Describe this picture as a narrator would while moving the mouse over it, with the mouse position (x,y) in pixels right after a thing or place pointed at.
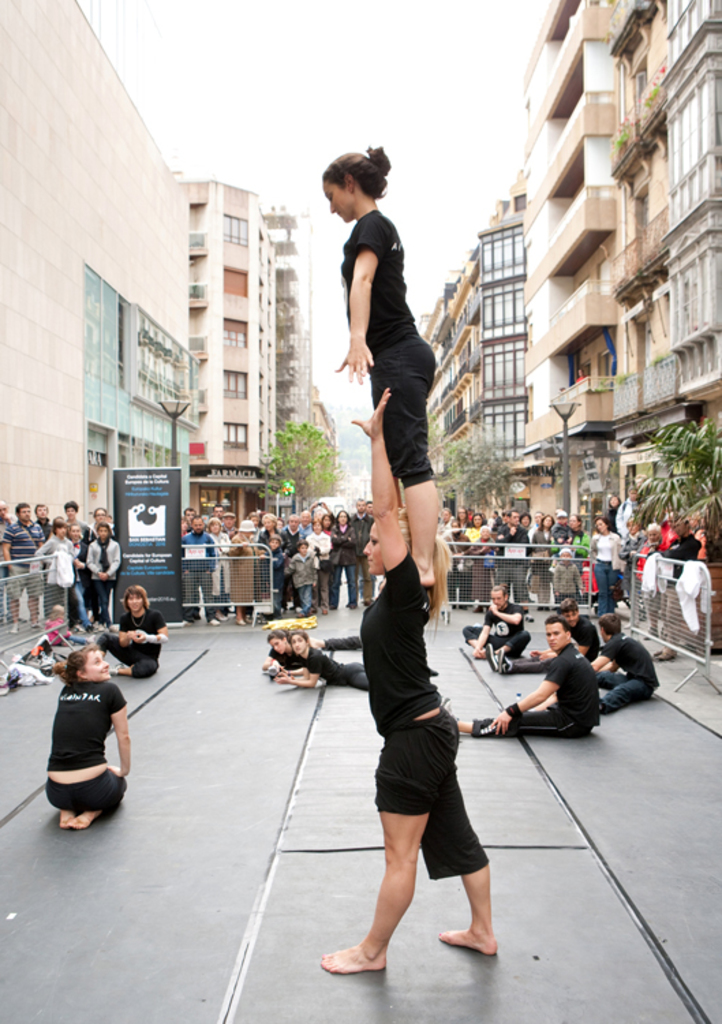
In this image I can see there are few persons (72,600) standing and few persons (320,642) sitting on the ground (364,746). And there is a fence (642,611). And at the back (163,464) there are buildings (96,507) and a light pole (177,413) and there is a cloth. And there are trees (466,479). And at the top (351,119) there is a sky (409,133).
